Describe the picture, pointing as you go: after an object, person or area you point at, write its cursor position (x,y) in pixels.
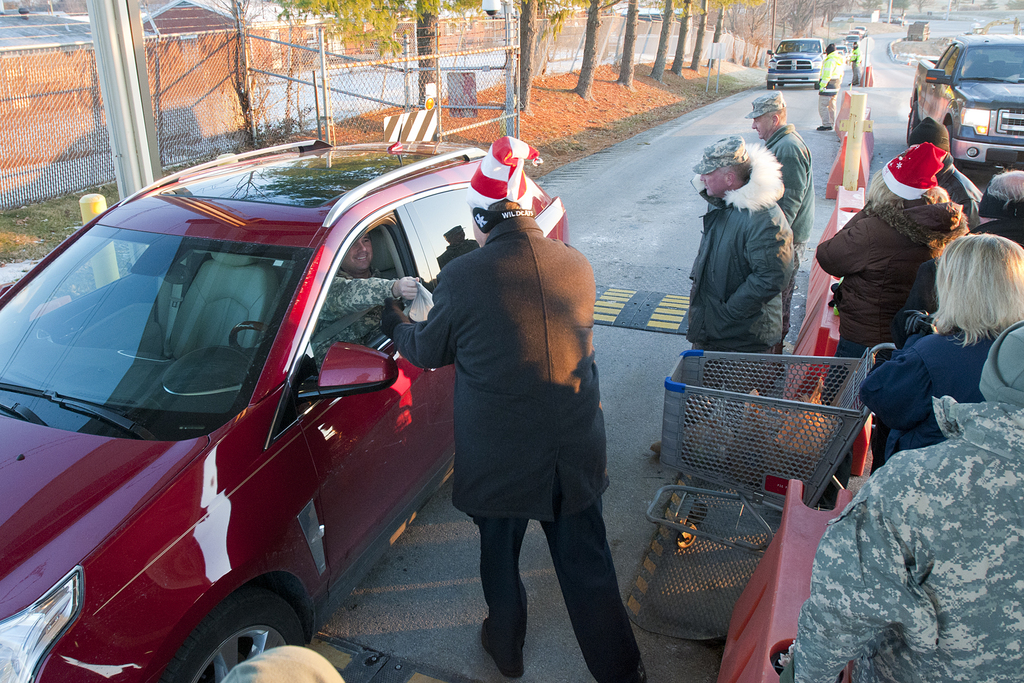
In this image we can see a red color car (341,379) and a man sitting in it. There are few people (1005,415) standing on the right side of the image (884,374). There are basket (757,421), cars (970,64), fence (234,93) and trees (384,17) in the background (372,13).
